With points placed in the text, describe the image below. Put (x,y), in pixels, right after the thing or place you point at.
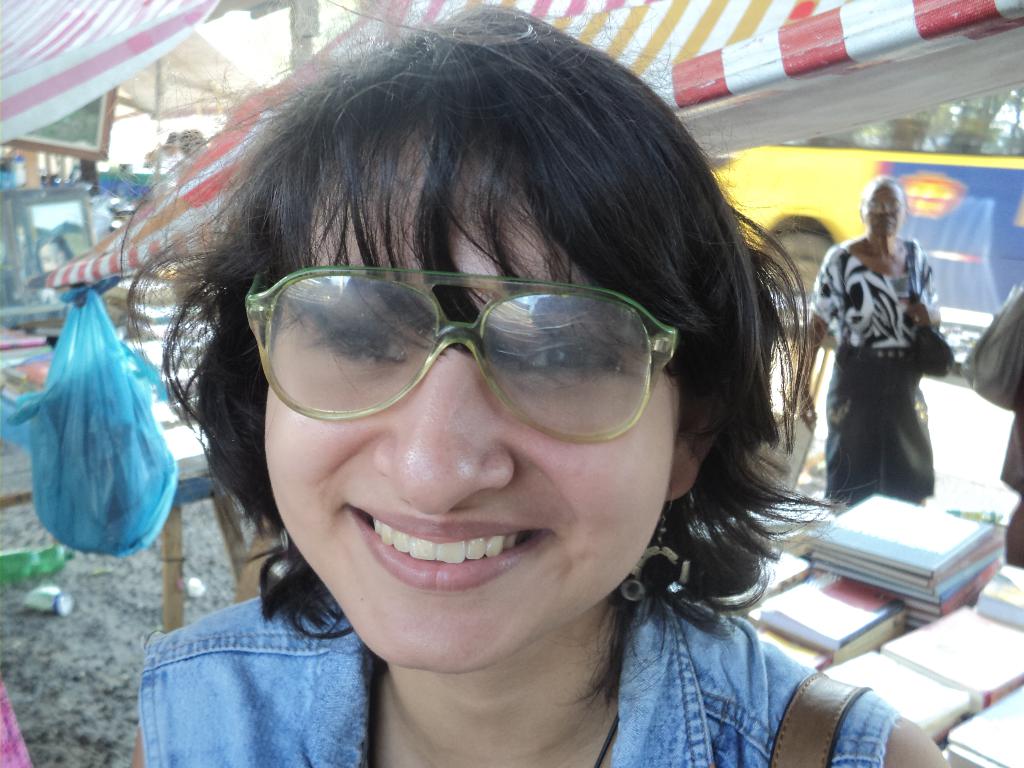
In this picture we can see a woman (302,672) wore goggles (285,323) and smiling and in the background (68,68) we can see tents (756,63), plastic cover (115,354), books (1021,608), bottle (18,570) and some people (848,291).
